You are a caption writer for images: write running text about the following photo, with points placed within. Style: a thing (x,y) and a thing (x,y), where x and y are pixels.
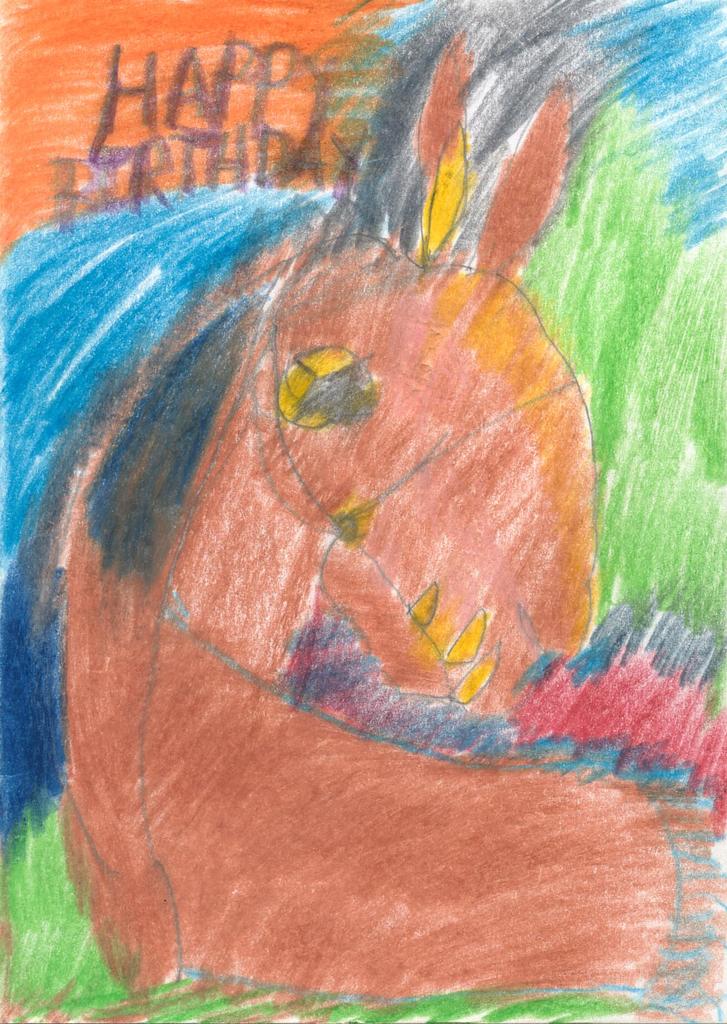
In this picture there is drawing photo of brown color horse (321,558). Behind there is a blue and green color crayon painting (625,244). On the top (252,47) we can see happy birthday is written.
